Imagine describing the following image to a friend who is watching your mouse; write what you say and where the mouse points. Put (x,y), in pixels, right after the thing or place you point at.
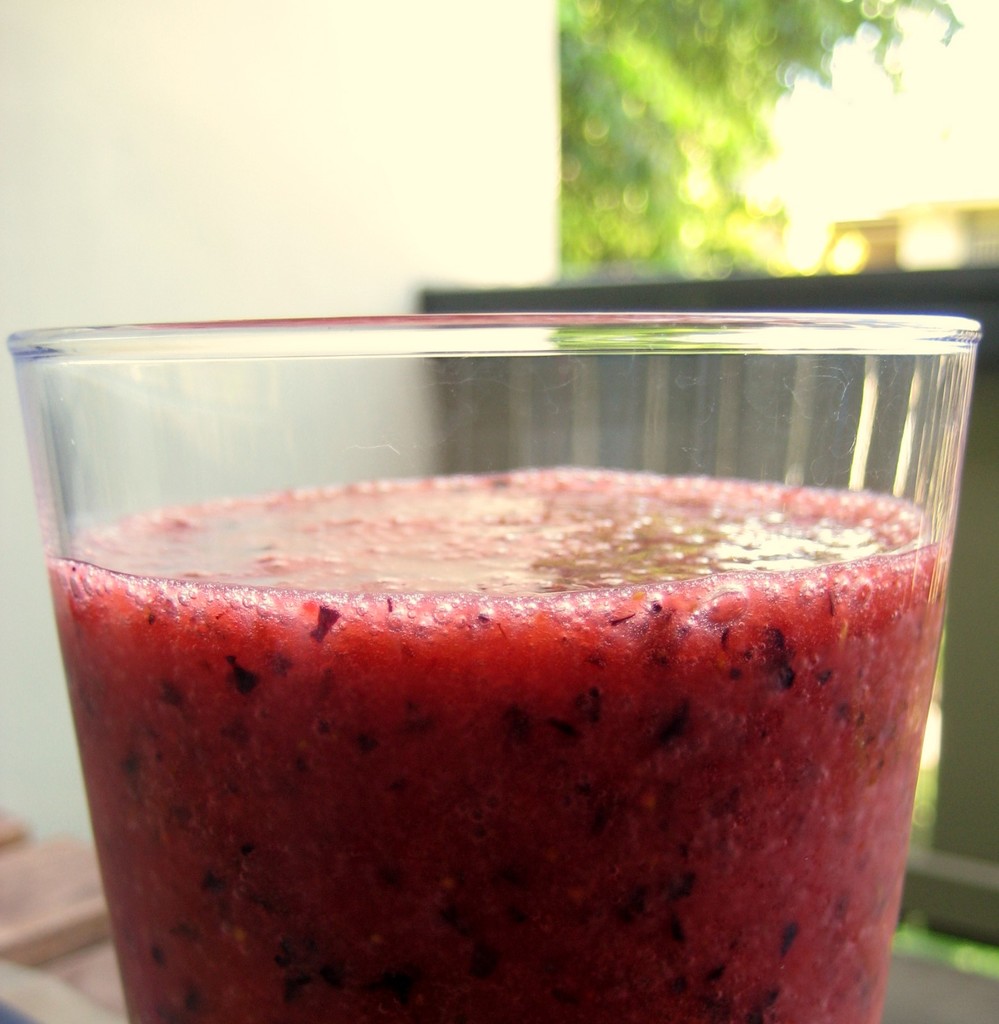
This is a macro photography of a liquid (600,788) in glass (124,611) which is in red color.
